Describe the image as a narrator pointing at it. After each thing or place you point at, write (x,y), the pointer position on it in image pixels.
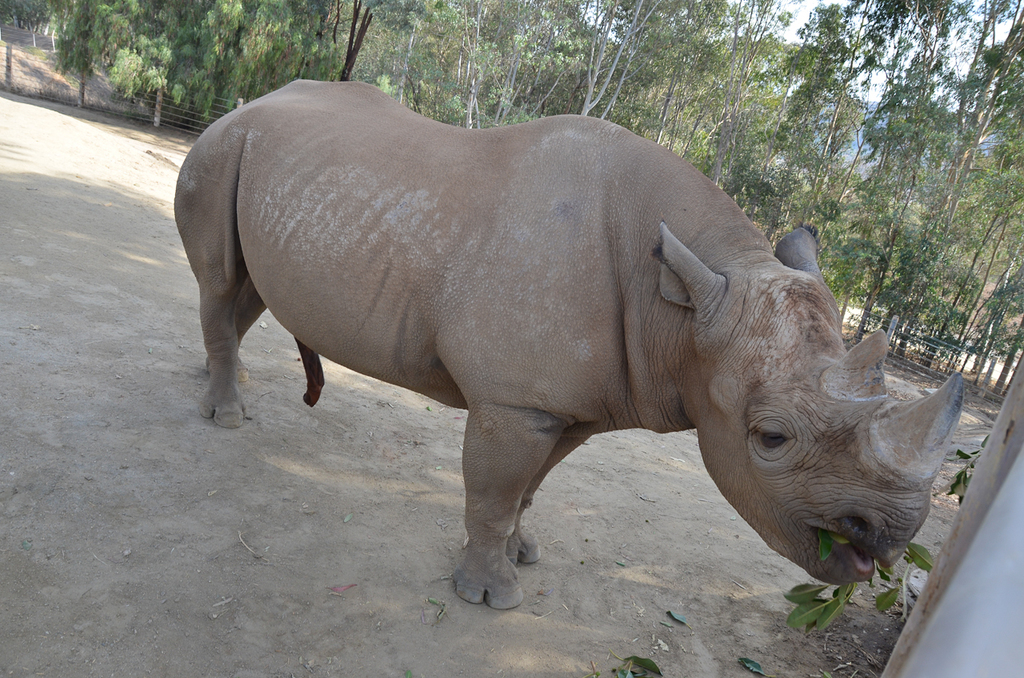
In this picture we can see an animal (857,511) standing on the ground (85,535) and in the background (1013,300) we can see fence (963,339) and trees (794,147).
